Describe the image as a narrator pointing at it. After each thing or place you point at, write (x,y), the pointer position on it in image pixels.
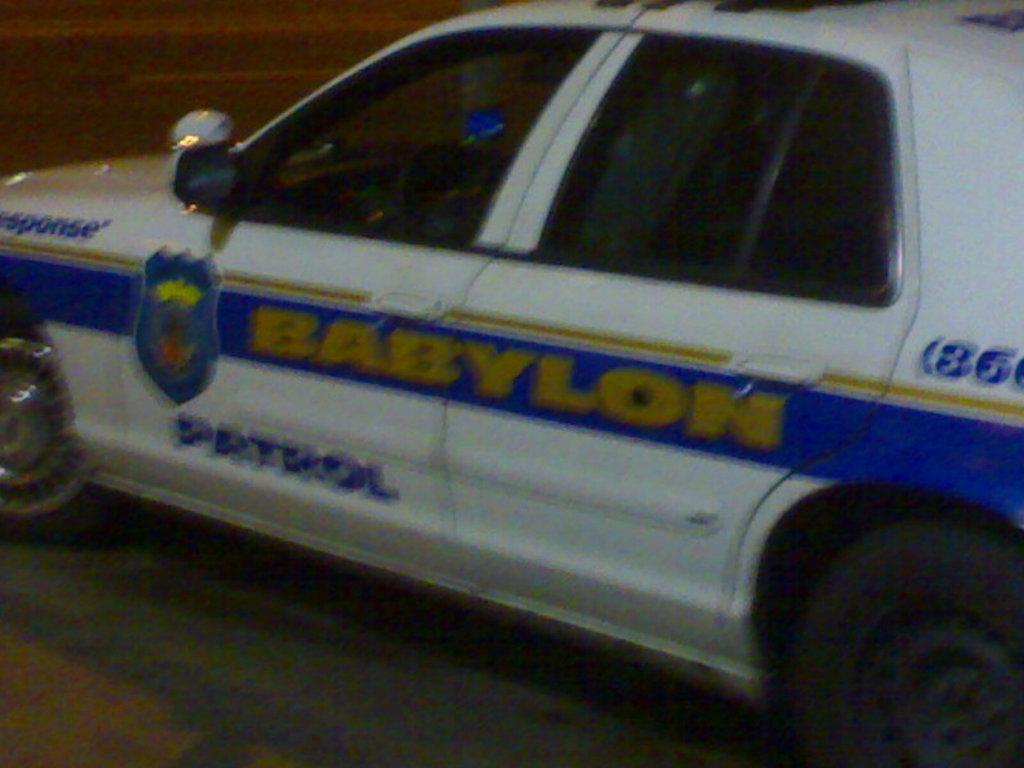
In this image we can see there is a vehicle (481,423) moving on the road (161,147).
